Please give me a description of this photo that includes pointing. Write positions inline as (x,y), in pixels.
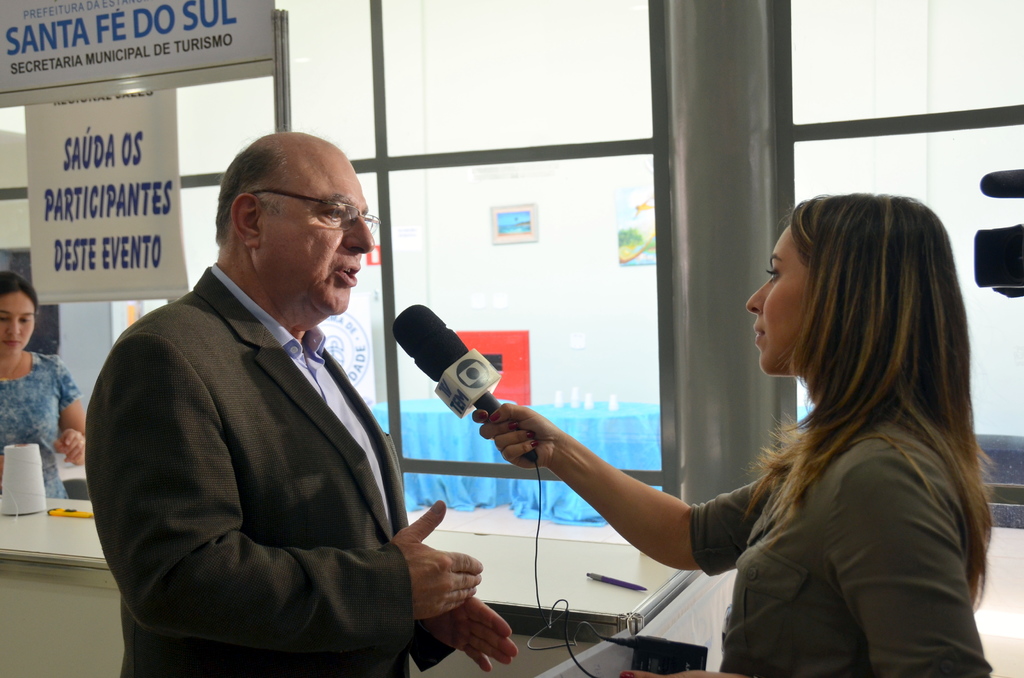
This man (281,379) and this woman (812,433) are highlighted in this picture. This woman (783,507) is holding a mic (488,394). This man (213,393) is speaking in-front of a mic (417,340), as there is a hand movement. Far a woman (17,308) is standing beside this table (62,520). On this table (3,520) there is a roll (18,498) and pen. To this glass window (492,124) there are posters (194,56).
